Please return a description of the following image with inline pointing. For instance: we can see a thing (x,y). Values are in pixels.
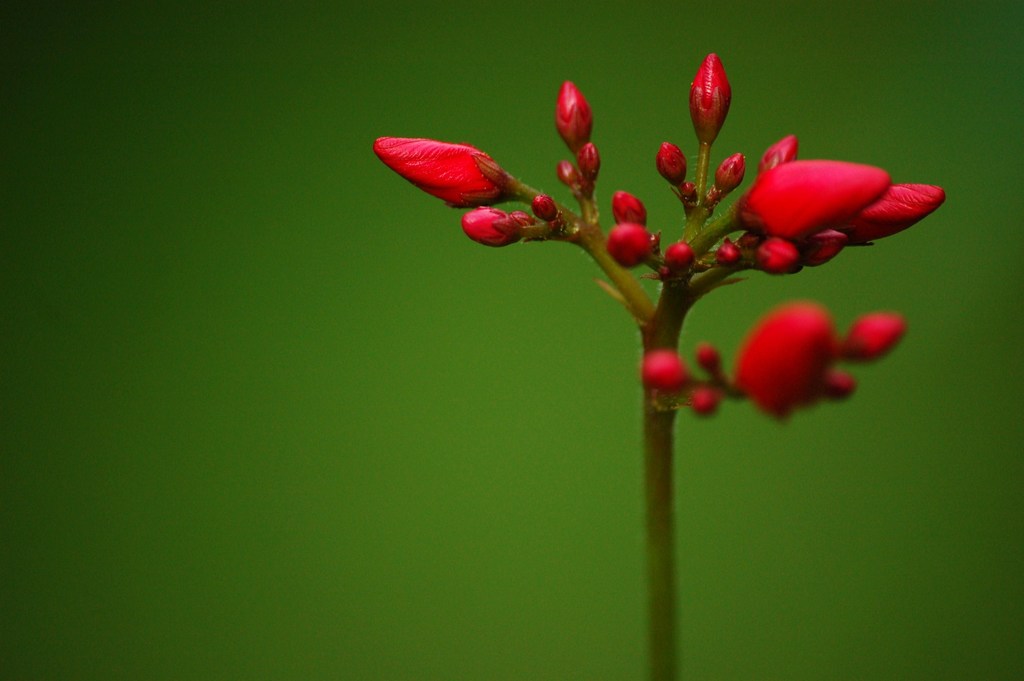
In this image we can see some buds (497,219) connected to a stem (659,617).
